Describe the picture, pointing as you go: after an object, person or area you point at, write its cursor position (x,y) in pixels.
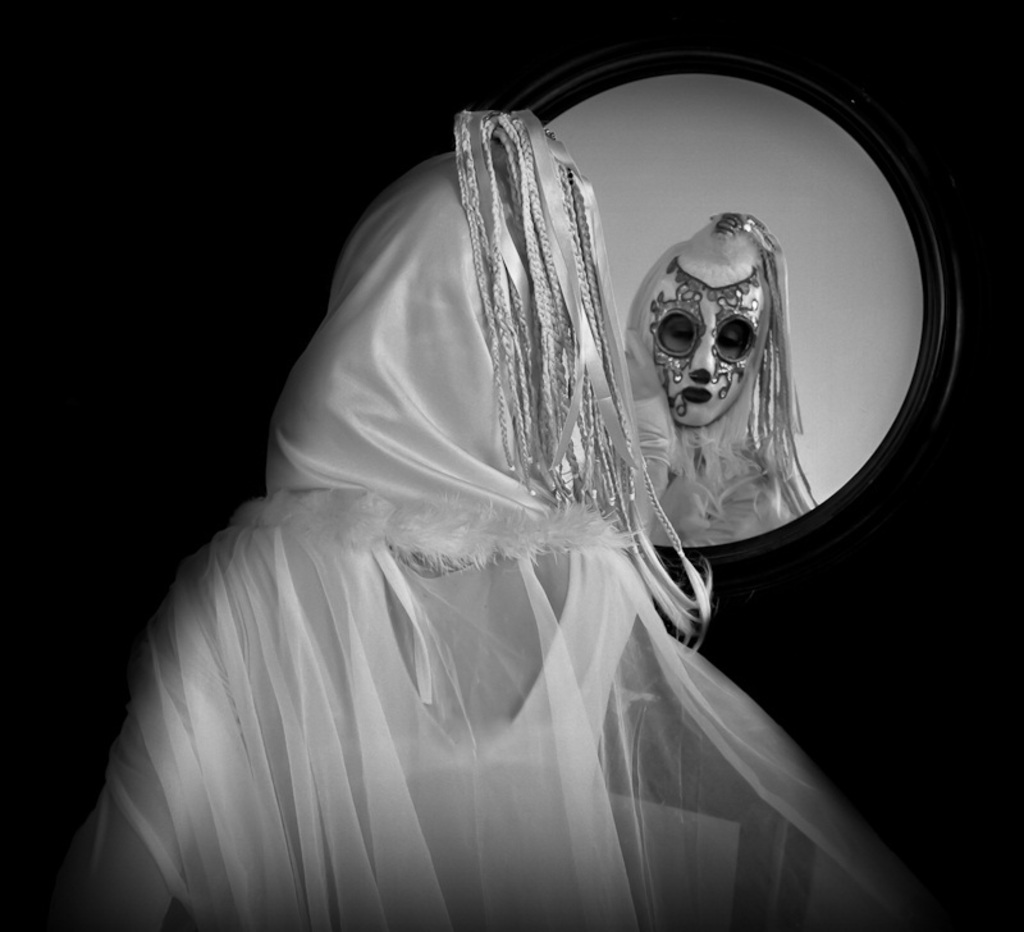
Here we can see a person (467,333) in a fancy dress (502,681). This is a mirror (780,144). In the mirror (780,144) we can see the reflection (784,441) of a person (700,435) and there is a dark background (986,377).
